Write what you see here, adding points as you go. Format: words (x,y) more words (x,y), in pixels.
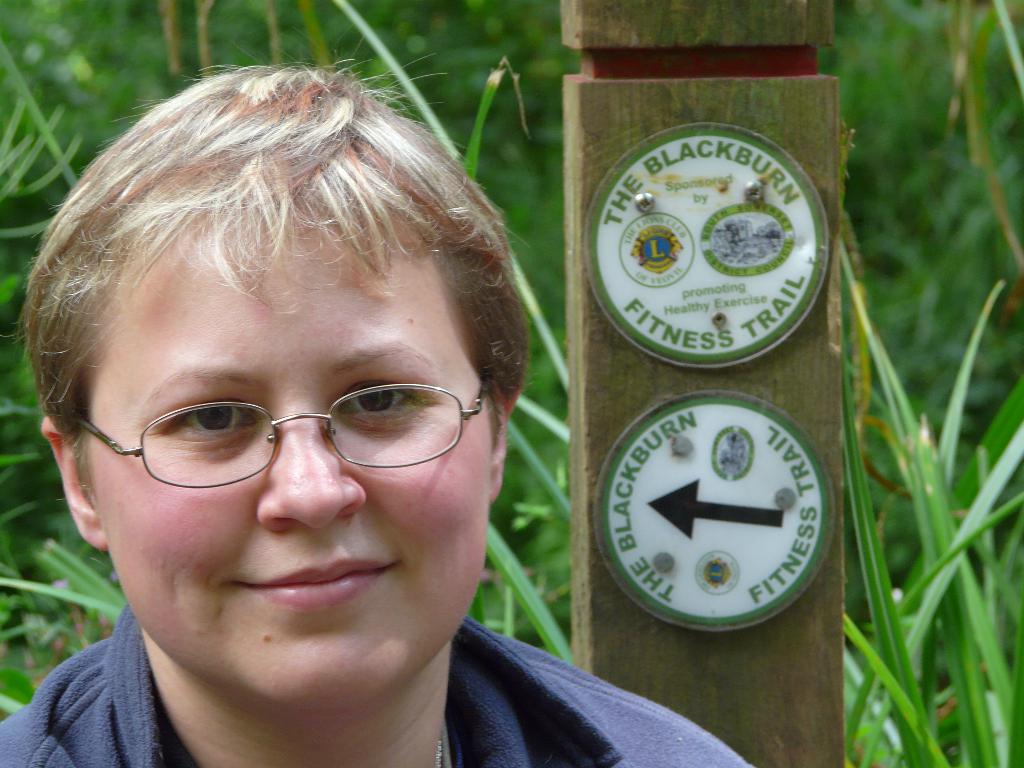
In this picture I can see there is a person (563,686) standing and smiling and in the backdrop (528,325) I can see there is a wooden plank (605,36) and there is grass (537,471).
